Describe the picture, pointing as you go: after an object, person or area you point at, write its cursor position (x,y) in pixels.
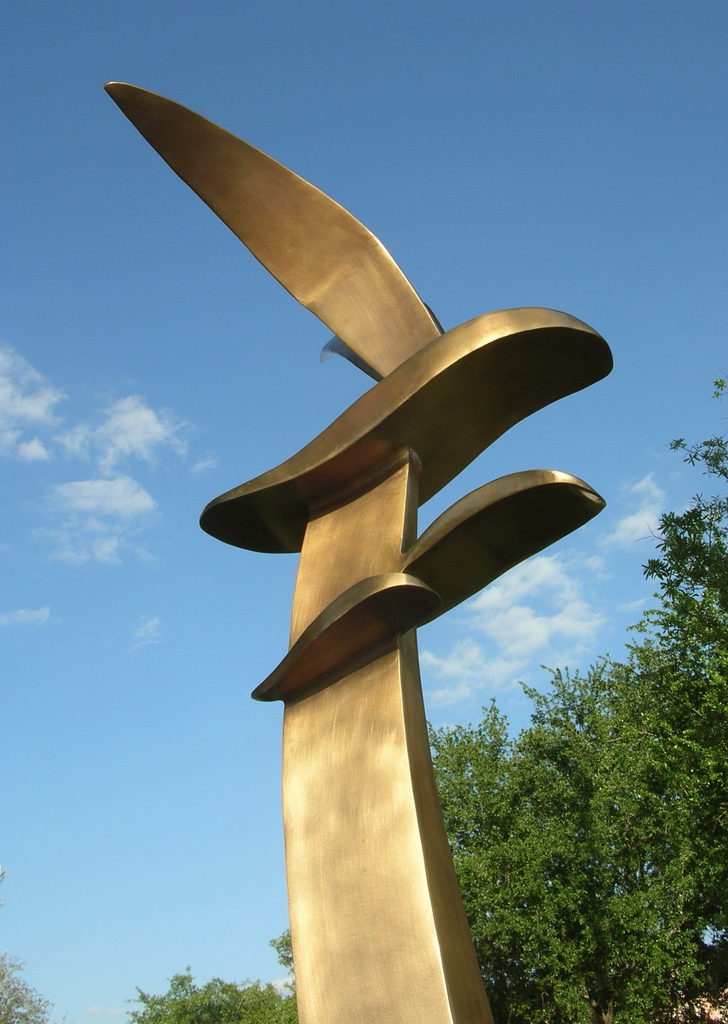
In the middle of this image (309,603), there is a statue (371,928). In the background (582,796), there are trees (474,804) and there are clouds (108,409) in the blue sky (108,409).
